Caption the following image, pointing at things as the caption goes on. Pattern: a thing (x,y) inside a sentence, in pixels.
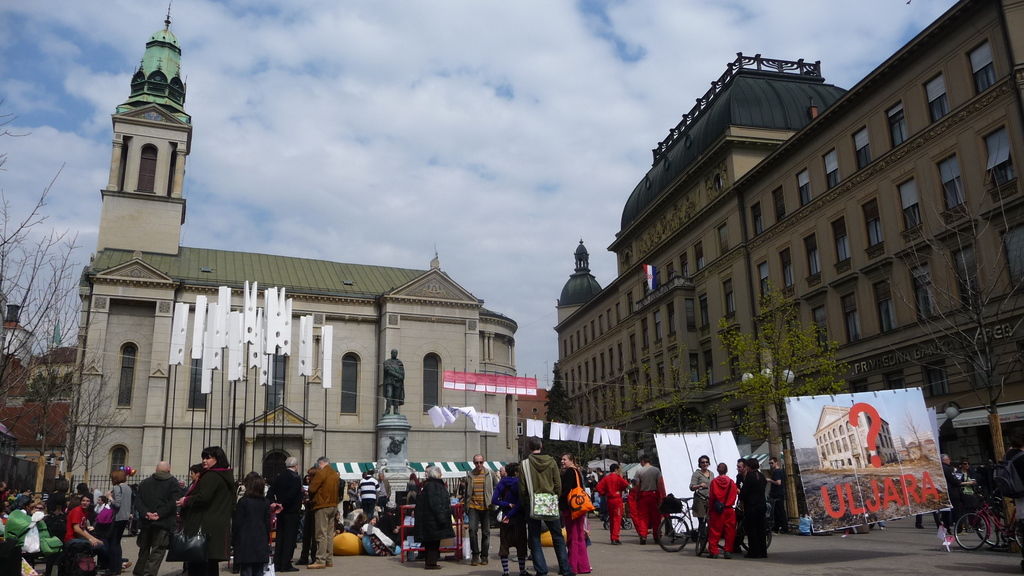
In this image we can see people (208,572), road (819,561), banners (888,497), statue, trees (749,360), bicycle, poles (769,359), lights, buildings (980,444), and other objects (403,505). In the background (451,167) there is sky (569,117) with clouds (569,117).
